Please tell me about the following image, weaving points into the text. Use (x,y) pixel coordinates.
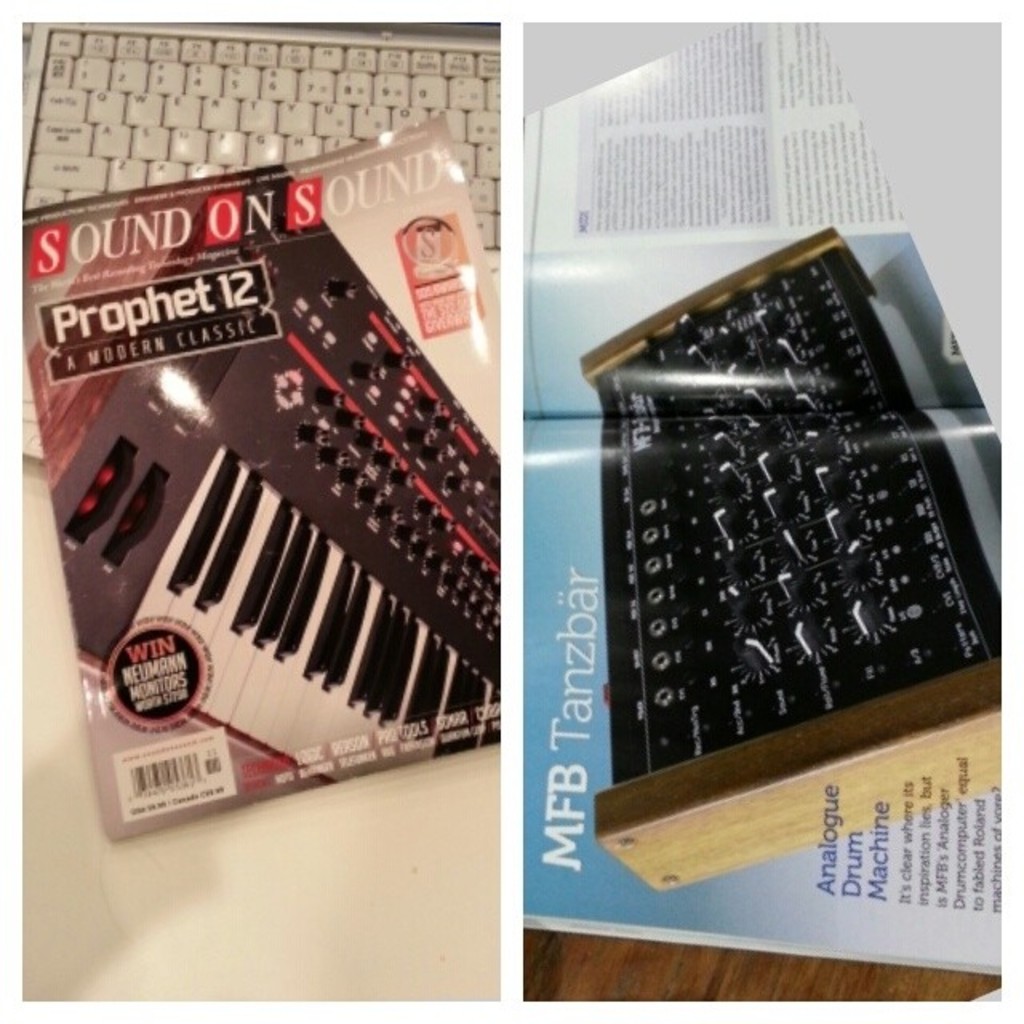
Here, at the left side (185,993) there is a white color table (26,965), on that table (39,682) there is a book (299,778) and there is a white color keyboard (410,86), at the right side (816,990) there is a brown color table (804,995), on that table (666,961) there is a book (587,644).
